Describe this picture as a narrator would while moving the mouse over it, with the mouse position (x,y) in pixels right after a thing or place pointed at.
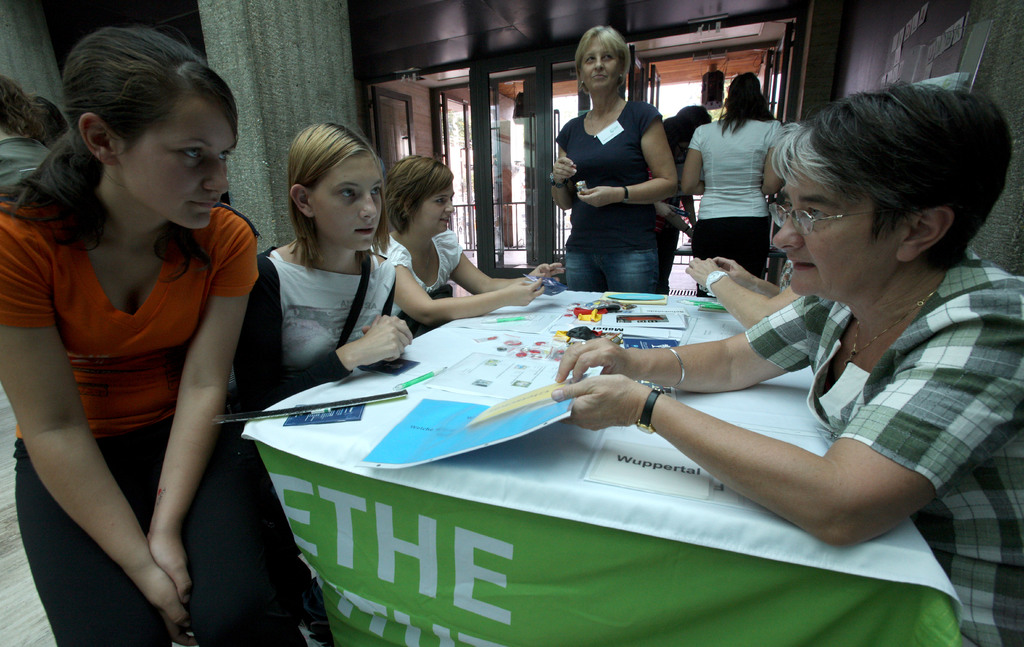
In the left side (75,644) a beautiful girl (182,465) is sitting, she wore an orange color top (110,359). In the right side (800,189) a old woman (951,162) is sitting and talking with this girl (191,507). In the middle (600,216) a woman (596,273) is standing she wore a black color top (627,211).
